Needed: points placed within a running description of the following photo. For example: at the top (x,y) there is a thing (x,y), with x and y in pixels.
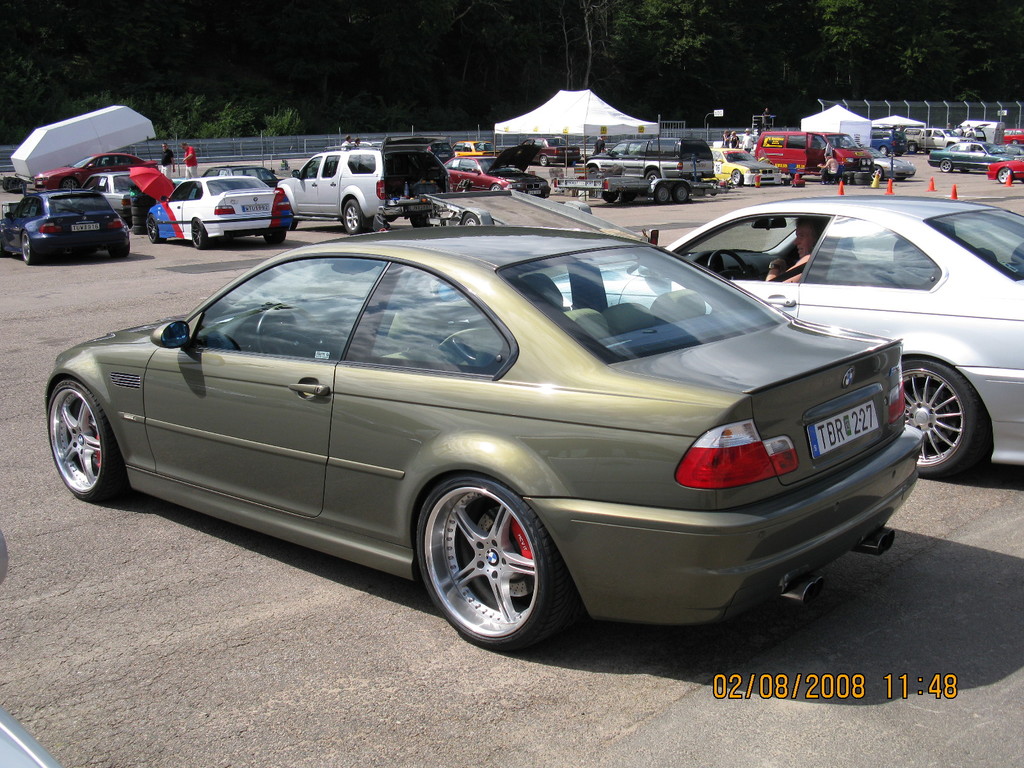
In this picture we can see some cars (702,259) on the road (197,287). Here this is an umbrella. There is a fence (937,106) and on the background (657,87) there are trees (305,96).
